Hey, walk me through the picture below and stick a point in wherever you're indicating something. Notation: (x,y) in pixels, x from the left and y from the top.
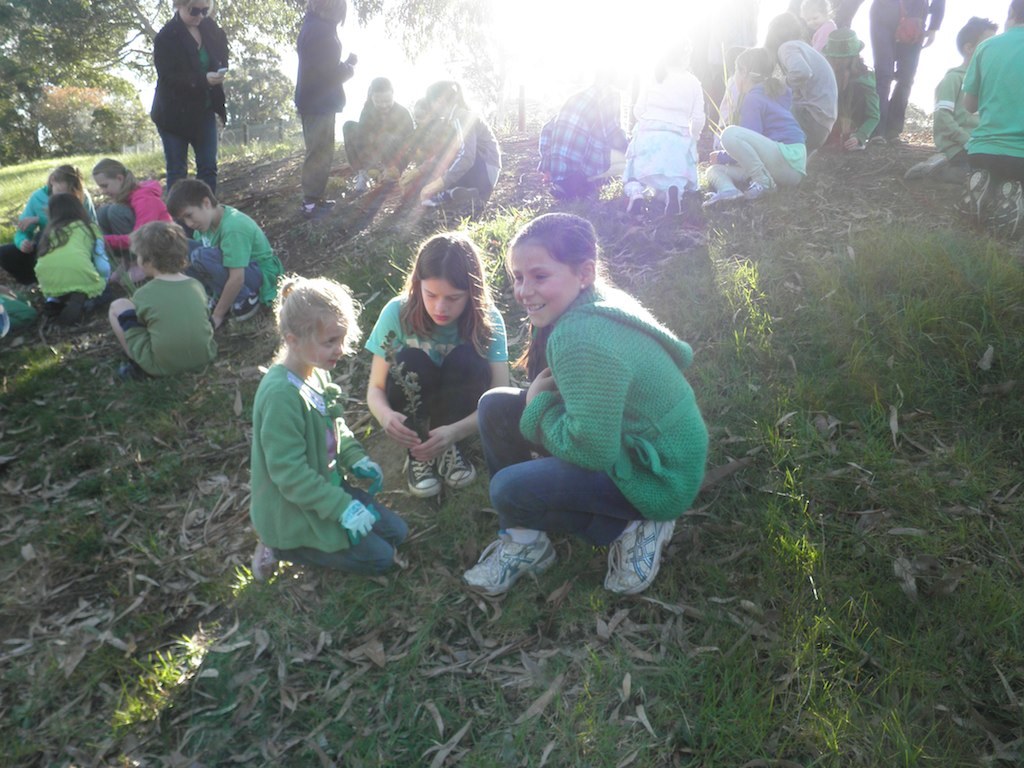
In this image we can see persons (470,144) sitting on the ground (519,623). In the background (407,107) we can see persons (213,102), trees (274,89) and sky (416,77).
